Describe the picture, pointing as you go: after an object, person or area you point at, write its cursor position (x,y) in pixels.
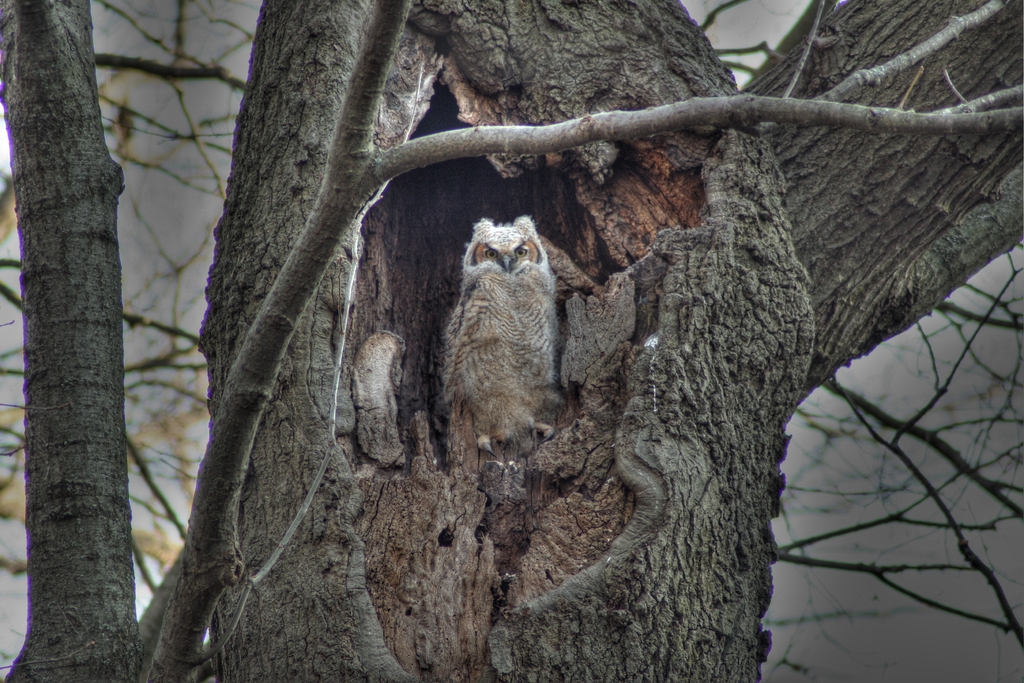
In the image we can see the owl (518,382) on the tree (560,347). Here we can see tree trunk (472,494) and tree branches (817,371).
